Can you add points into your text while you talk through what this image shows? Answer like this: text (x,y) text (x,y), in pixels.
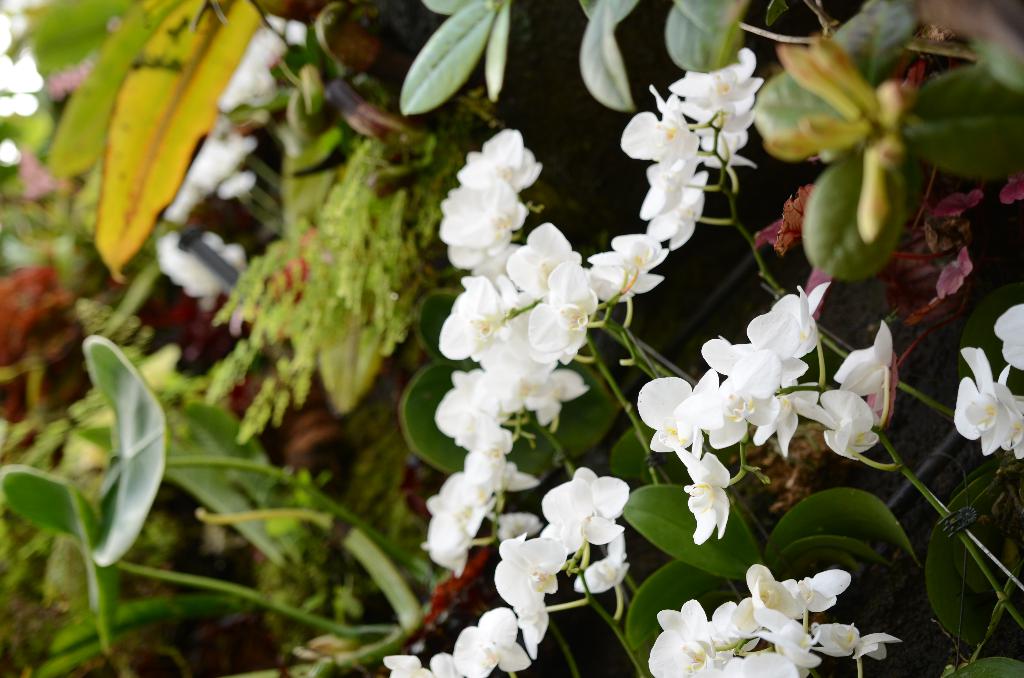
In this image I can see the flowers (471,445) to the plants (528,307). I can see these flowers (490,301) are in white color. In the background (58,224) I can see few more plants (87,195).
